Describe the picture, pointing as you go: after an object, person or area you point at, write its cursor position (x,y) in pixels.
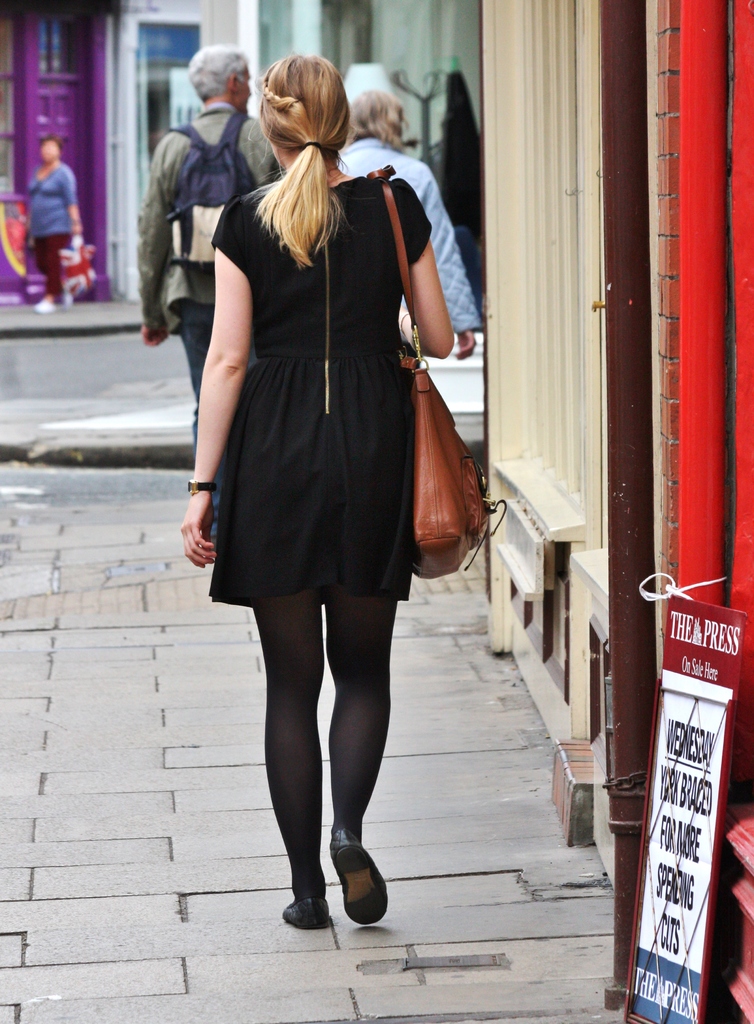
a person (267,489) is wearing a black dress (338,437), holding a brown bag (439,528) walking on the sidewalk (133,566). there are 2 more people (163,263) walking. right to them there is a building (569,194) which is cream in color. at the front (635,114) there are poles (633,104) which are brown and red in color. at the left (99,171) there are buildings (85,105) and a person (61,287) is standing wearing a blue shirt (50,230) and brown pant (50,285), holding a bag (79,281) in his hand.
